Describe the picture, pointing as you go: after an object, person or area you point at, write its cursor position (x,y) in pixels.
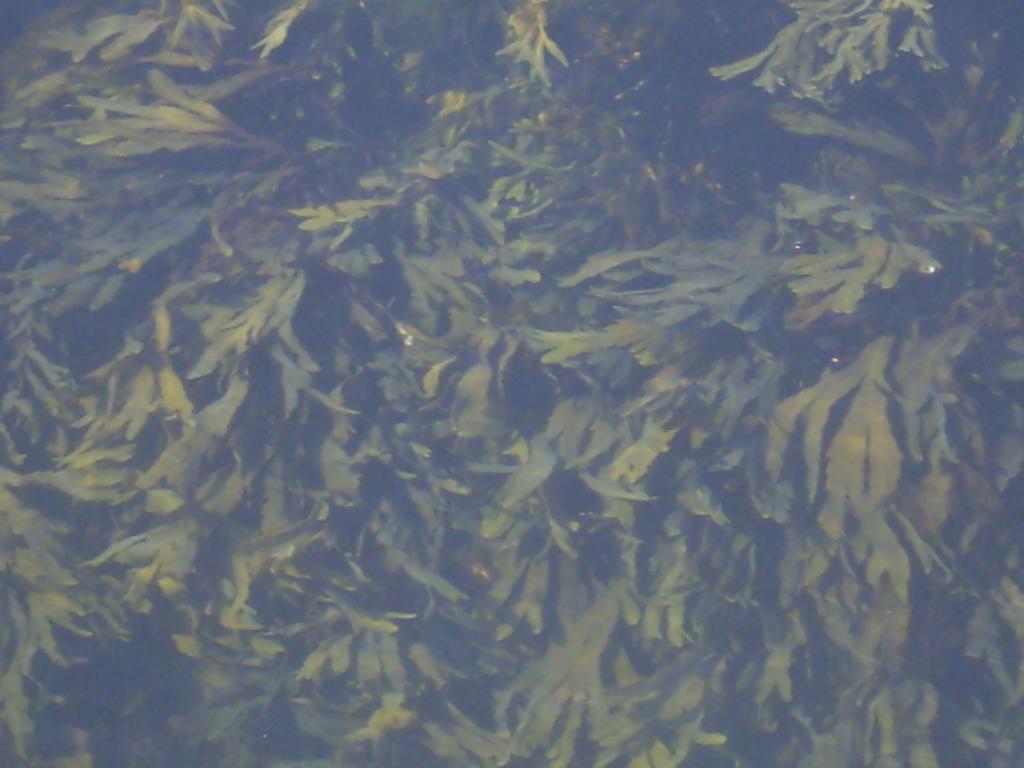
This image is taken outdoors. In this image there are some seaweeds (602,648) in the water (728,564).
